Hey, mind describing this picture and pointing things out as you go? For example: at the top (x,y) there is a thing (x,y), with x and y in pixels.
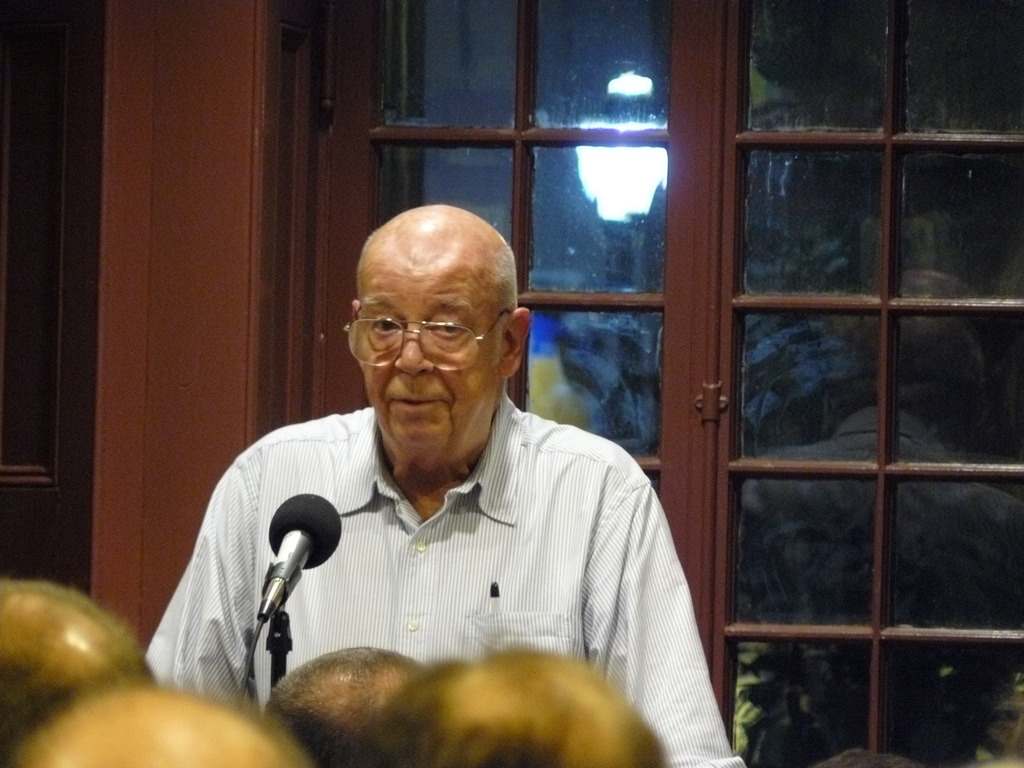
In the image there is a man (614,531) and there is a mic (289,552) in front of him, there are few people (88,621) in front of the man (435,371) and behind the man (585,455) there are windows (584,208).
